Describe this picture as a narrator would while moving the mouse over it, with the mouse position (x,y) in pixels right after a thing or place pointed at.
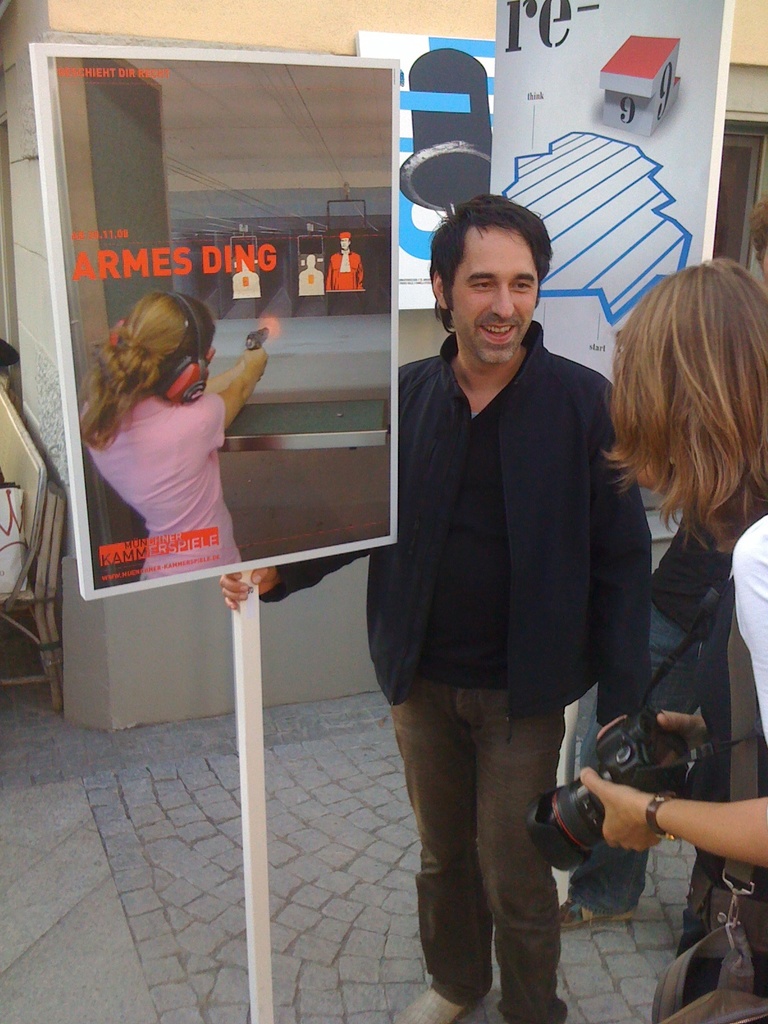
In the middle of this image (433,632), there is a person (454,497) in a jacket (458,407), smiling, standing, holding a poster (106,441), on which there are orange color texts (196,251). In the poster (207,537), there is a woman (203,459) in pink color t-shirt (215,486), holding a gun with a hand (267,360) and shooting targets (317,275) which are arranged on the wall (186,212). On the right side (730,374), there is a woman (730,374) in white color t-shirt (763,577), holding a camera (585,834). In the background (742,178), there is another person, there is a poster (595,66) attached to the wall (82,608) and there are other objects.
